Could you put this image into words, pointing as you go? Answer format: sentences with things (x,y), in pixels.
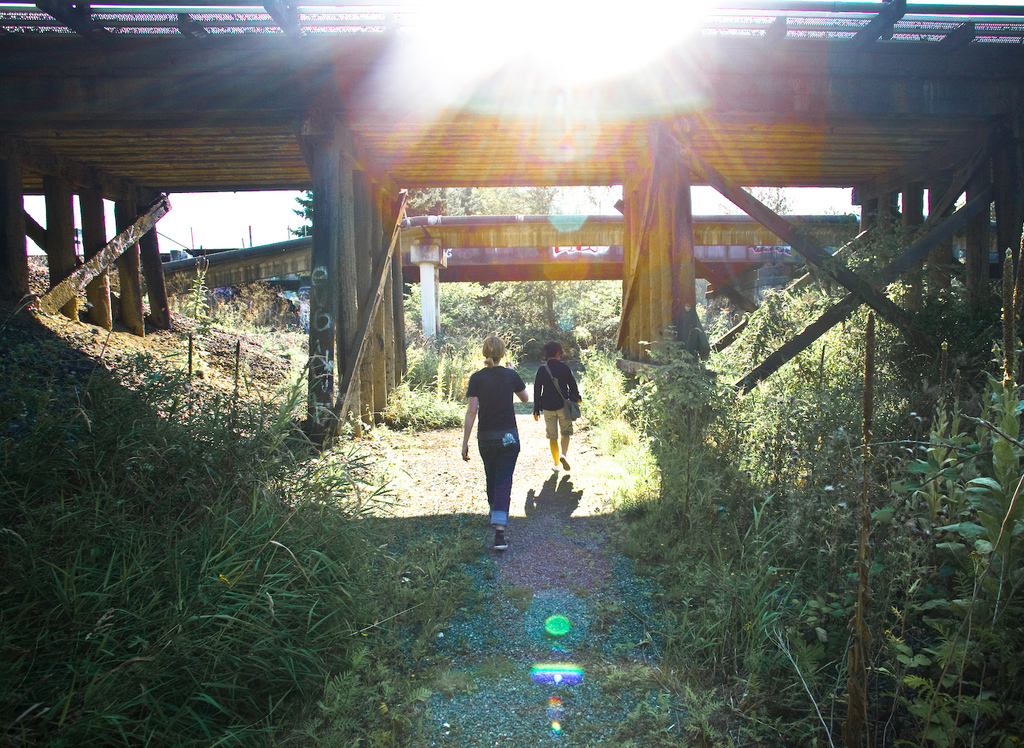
In this image we can see two persons (558,412) are walking on the ground (547,481) and we can see grass (639,520) and plants (824,665). In the background (320,149) we can see bridges (325,268), trees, objects (389,294) and the sky (200,229).
